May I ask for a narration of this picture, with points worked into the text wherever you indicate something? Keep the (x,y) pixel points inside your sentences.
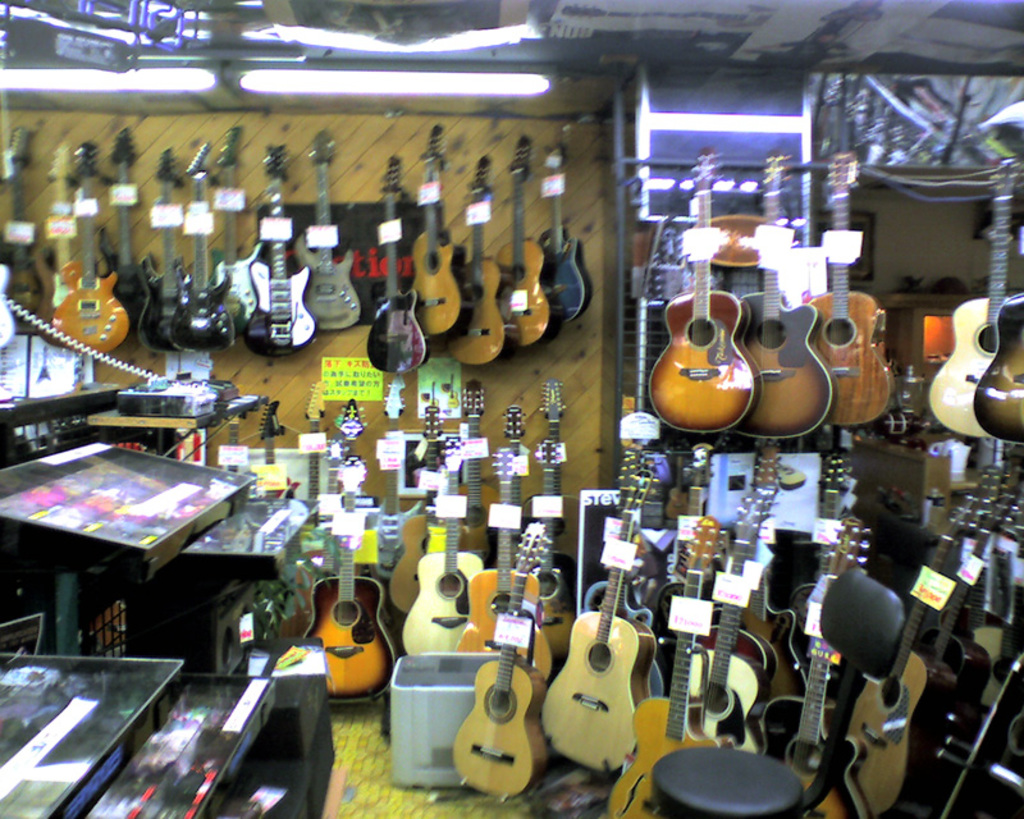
In this image I see number of guitars (663,406) which are on the floor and the wall (585,216). I can also see there are display cases (10,513) over here.
